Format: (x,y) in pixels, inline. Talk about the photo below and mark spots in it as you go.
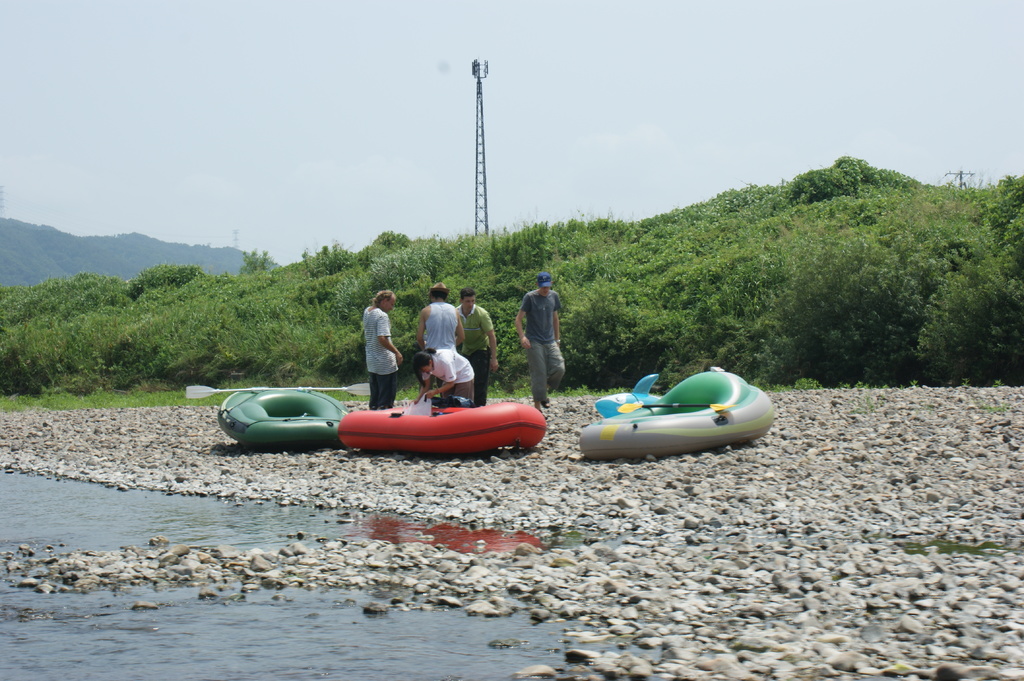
There are people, rafts (525,430), stones (571,464), oars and water (292,532) in the foreground area of the image (460,384) and there are trees (527,225), poles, it seems like a mountain (159,249) and sky (450,124) in the background area (401,124).
